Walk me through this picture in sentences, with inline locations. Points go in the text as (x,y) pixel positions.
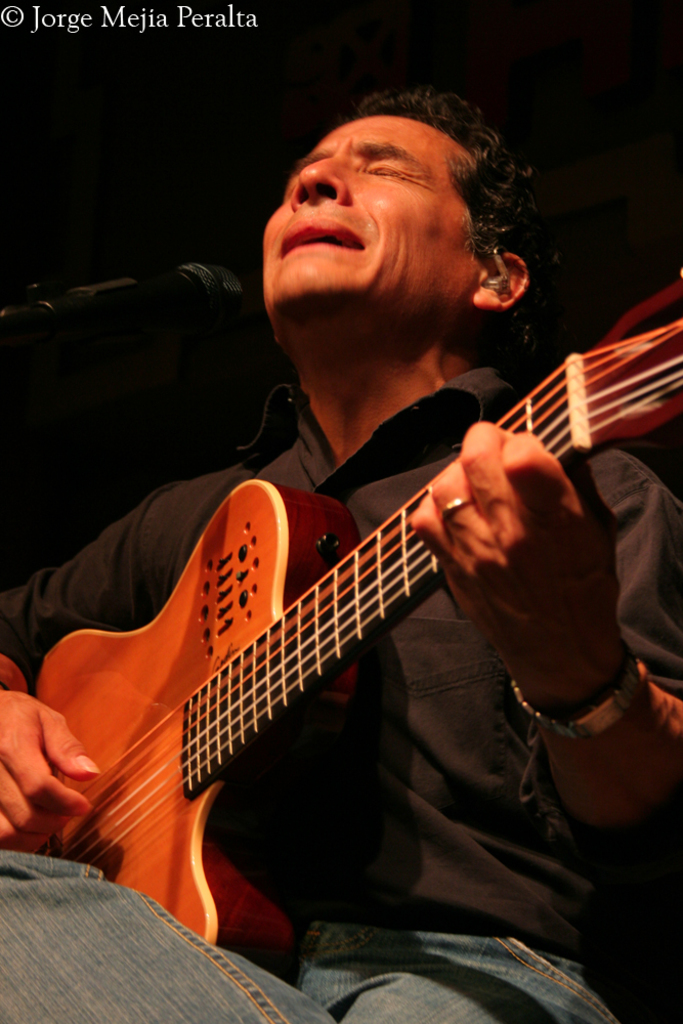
I can see in this image a man (347,470) is playing a guitar (281,643) in front of a microphone (123,315). The man (484,749) is wearing black shirt (440,761) and jeans (273,994).
